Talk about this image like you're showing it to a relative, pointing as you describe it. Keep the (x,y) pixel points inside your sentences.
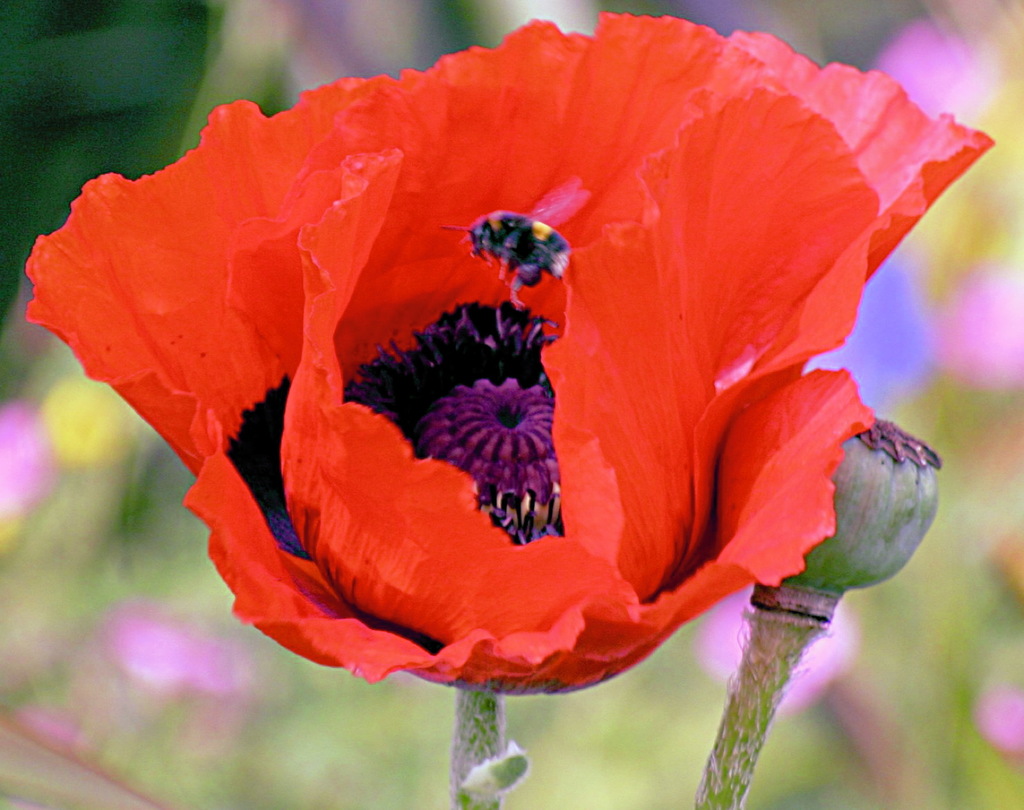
Here I can see a red color flowers (564,436) and a bud (851,543) along with the stems (741,701). On the flower (563,351) there is a bee (520,235). The background (172,696) is blurred.
